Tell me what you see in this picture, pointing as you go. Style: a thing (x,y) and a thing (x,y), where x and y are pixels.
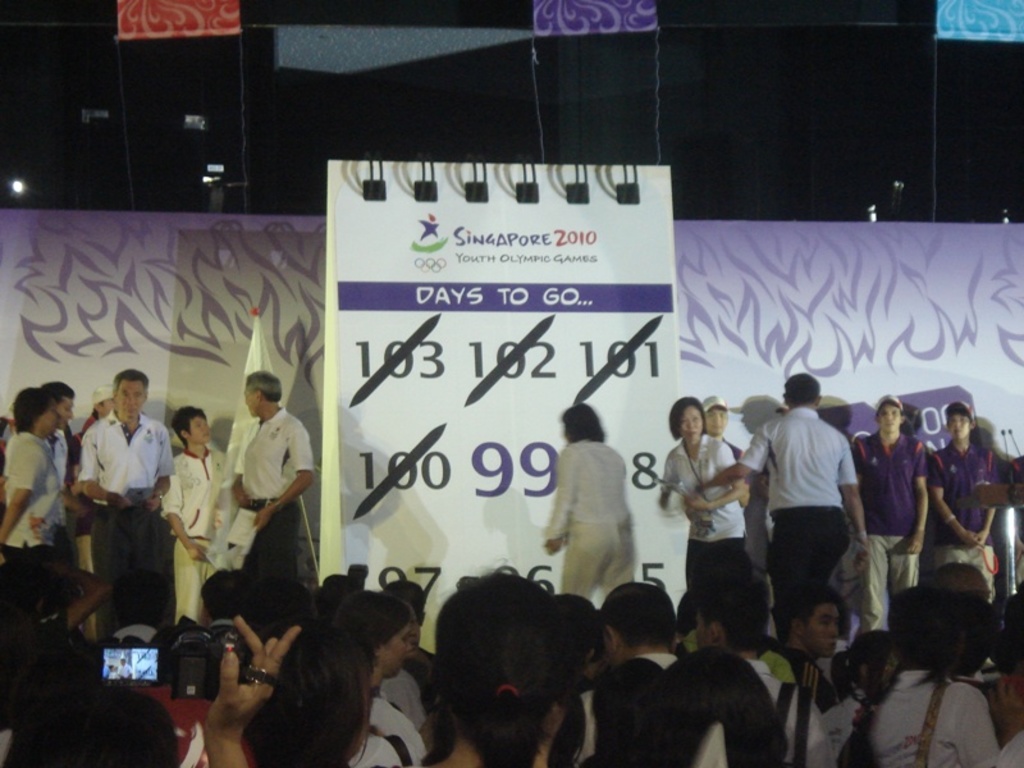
In this image, we can see people (457,675) and some are wearing caps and some are holding objects (161,671) in their hands (256,635). In the background (354,427), there is a board (478,385) and we can see some text (434,336) on it and there is a flag (262,339) and some other boards (68,252) and lights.
